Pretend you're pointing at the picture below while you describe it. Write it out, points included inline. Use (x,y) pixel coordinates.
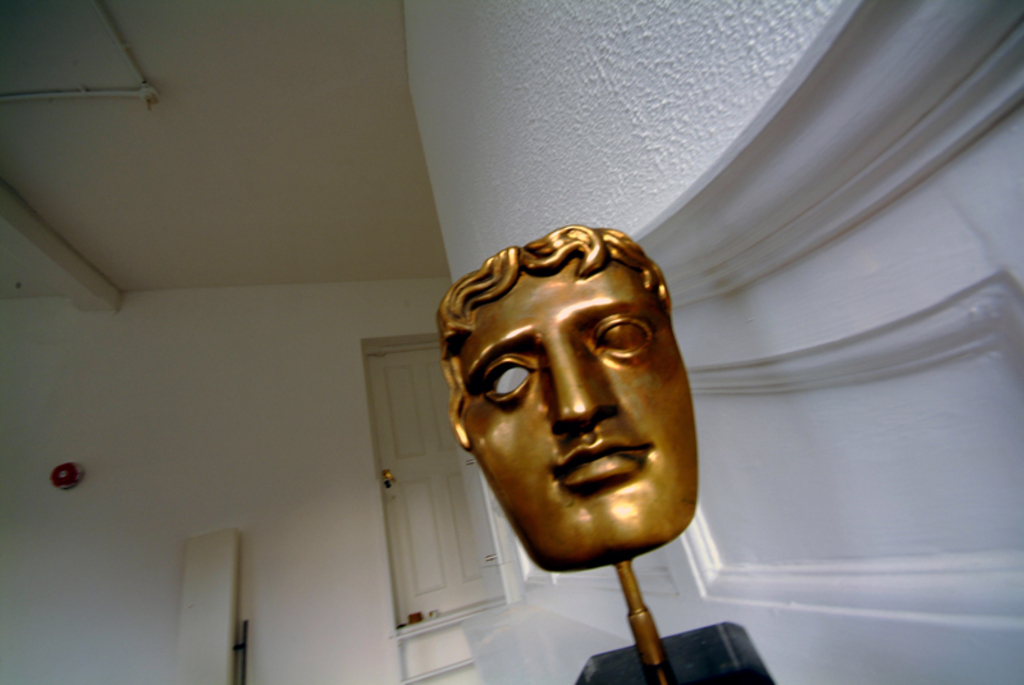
In the image there is a face mask (562,456), behind the face mask (496,353) there is a wall (274,297) and beside the wall (335,477) there is a door (396,472).
